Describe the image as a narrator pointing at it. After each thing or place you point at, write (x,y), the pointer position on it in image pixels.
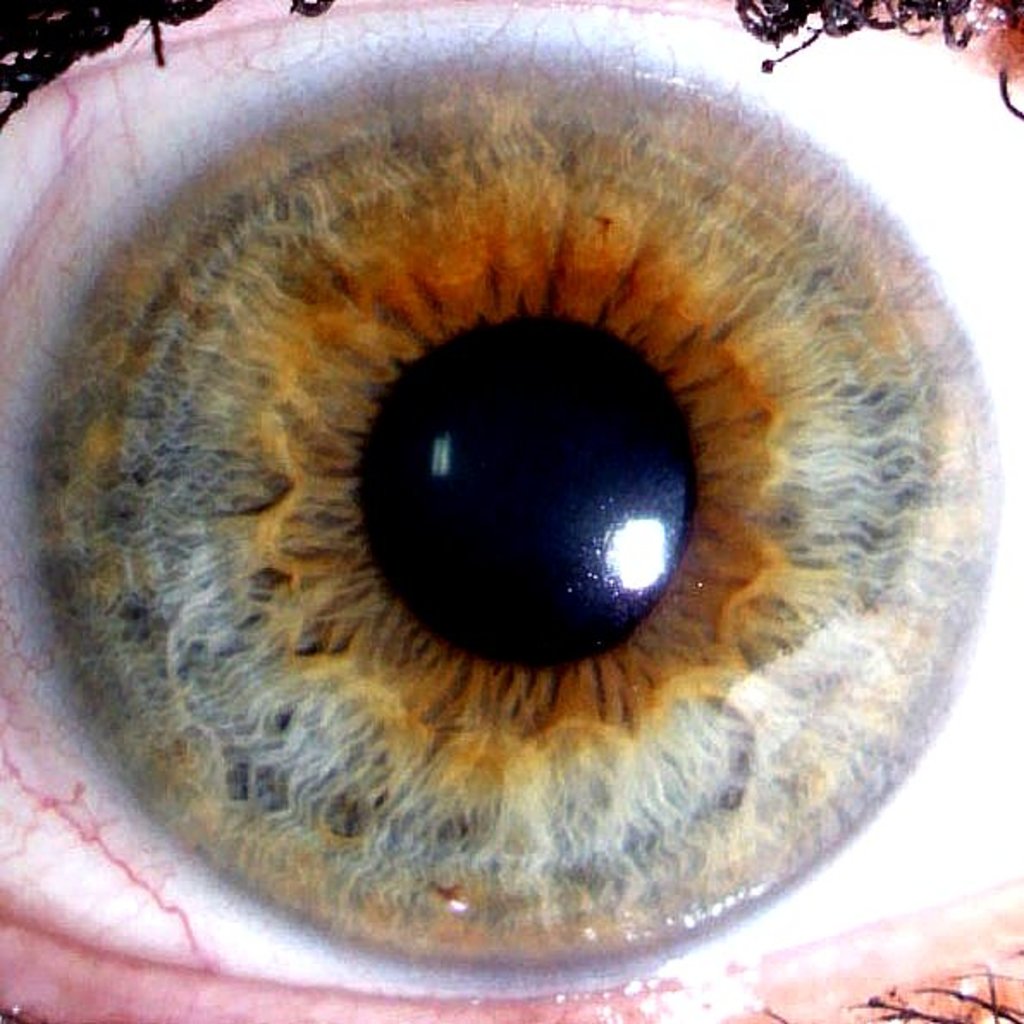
In the image there is an eye (578,317) of the human (621,570).
